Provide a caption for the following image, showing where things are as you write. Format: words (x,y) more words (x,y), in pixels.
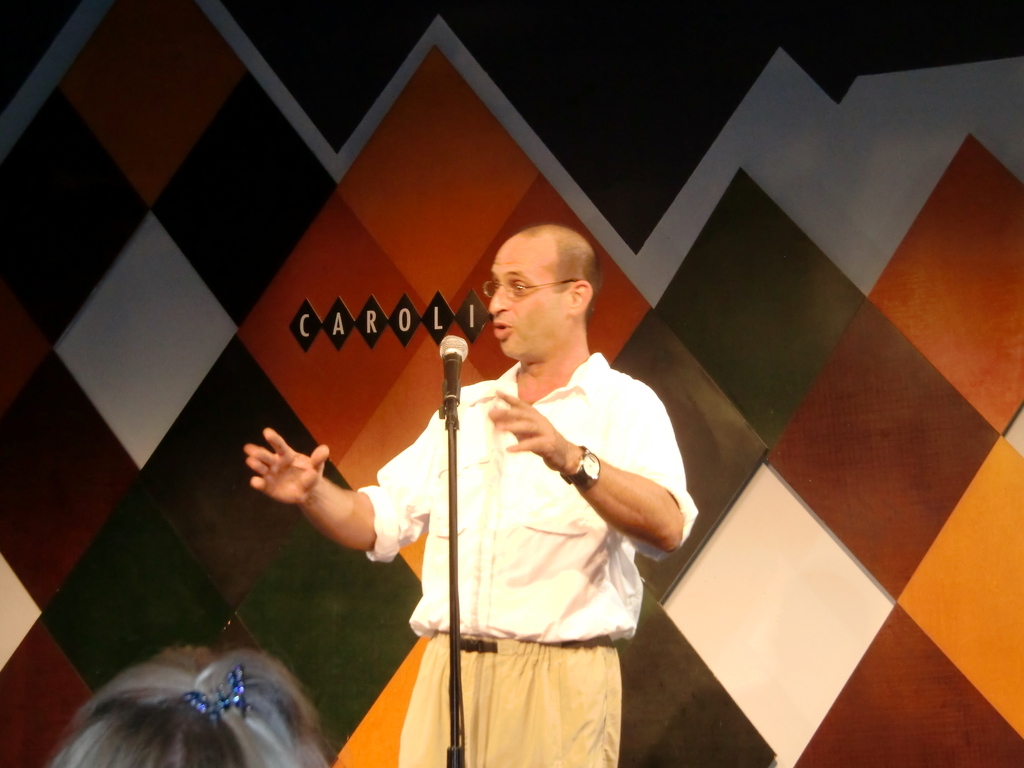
In the center of the image (566,405), we can see a man (531,403) standing and wearing glasses (519,295) and in the background (275,160), there is a board (186,215) and we can see some text (378,333) and there is a mic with a stand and there is an other person (143,684).
